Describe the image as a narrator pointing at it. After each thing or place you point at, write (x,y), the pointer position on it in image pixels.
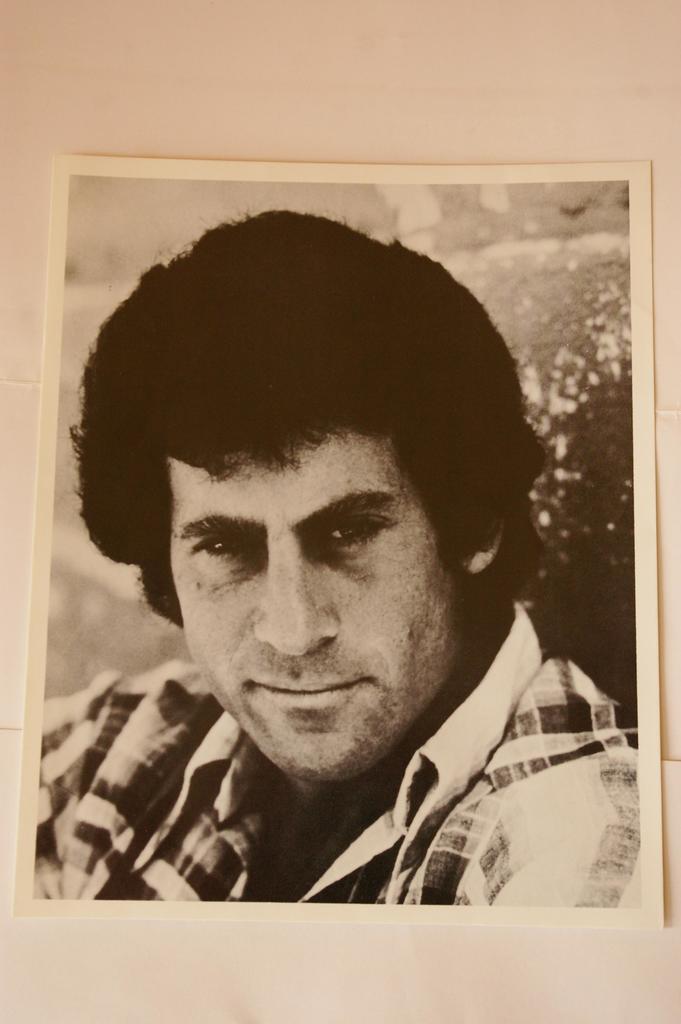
In this image I can see a photo (459,541) of person (498,466) on the table (352,989).
